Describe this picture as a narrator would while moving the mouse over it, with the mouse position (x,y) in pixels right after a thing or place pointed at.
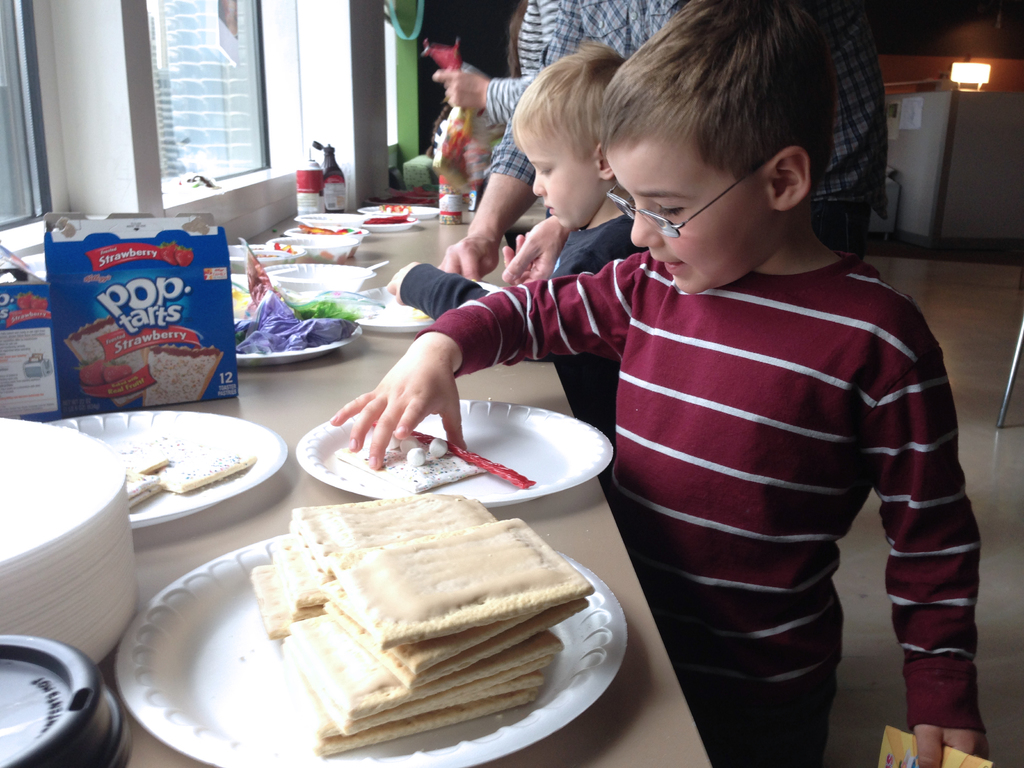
In this image I can see the group of people (677,276) with different color dresses (749,475). In-front of these people (603,285) I can see the plates (221,572) with food (281,555), boxes (115,333), bowls (292,289) with food (325,234), black color object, bottles (331,190) and few more plates (52,591). These are on the surface (572,521). To the left (186,86) I can see the window (204,97). To the right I can see the lights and there is a black background (883,17).
